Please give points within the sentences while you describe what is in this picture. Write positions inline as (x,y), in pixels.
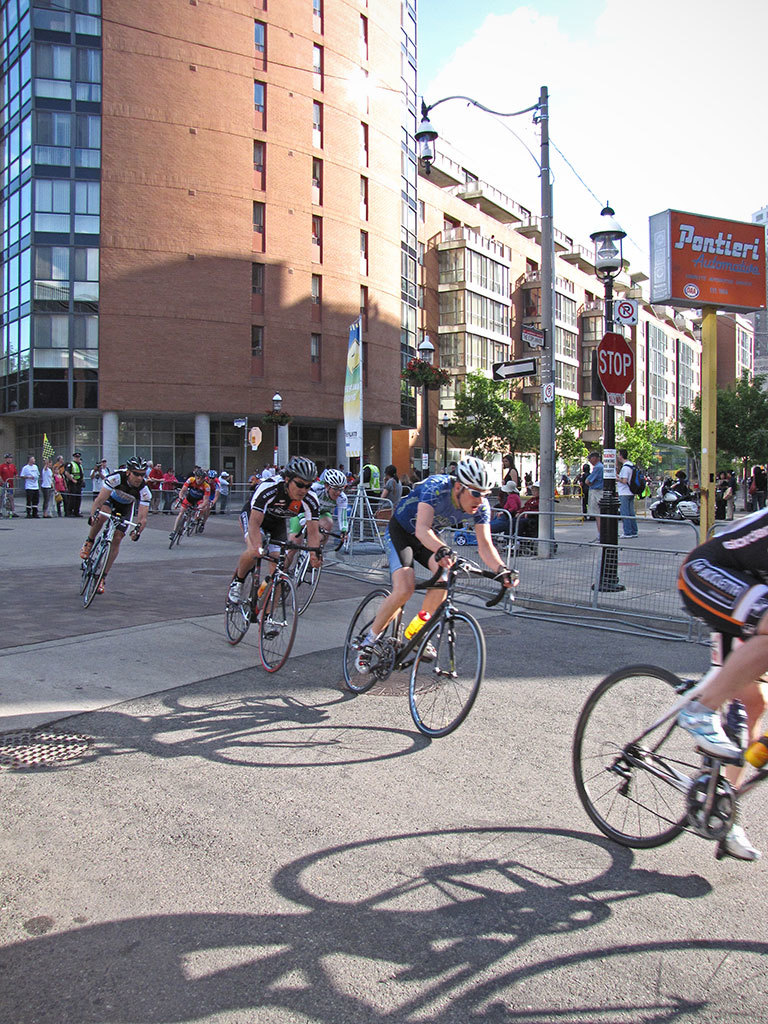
In this image I can see the group of people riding their bicycles (378,673). These people (363,657) are wearing the different color jerseys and also the helmets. To the side I can see the light pole (546,382) and the boards (607,351) to the pole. In the back (155,435) I can see few people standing in-front of the building (377,454). There is a sky (450,122) and clouds (522,131) can be seen in the back (569,103).
